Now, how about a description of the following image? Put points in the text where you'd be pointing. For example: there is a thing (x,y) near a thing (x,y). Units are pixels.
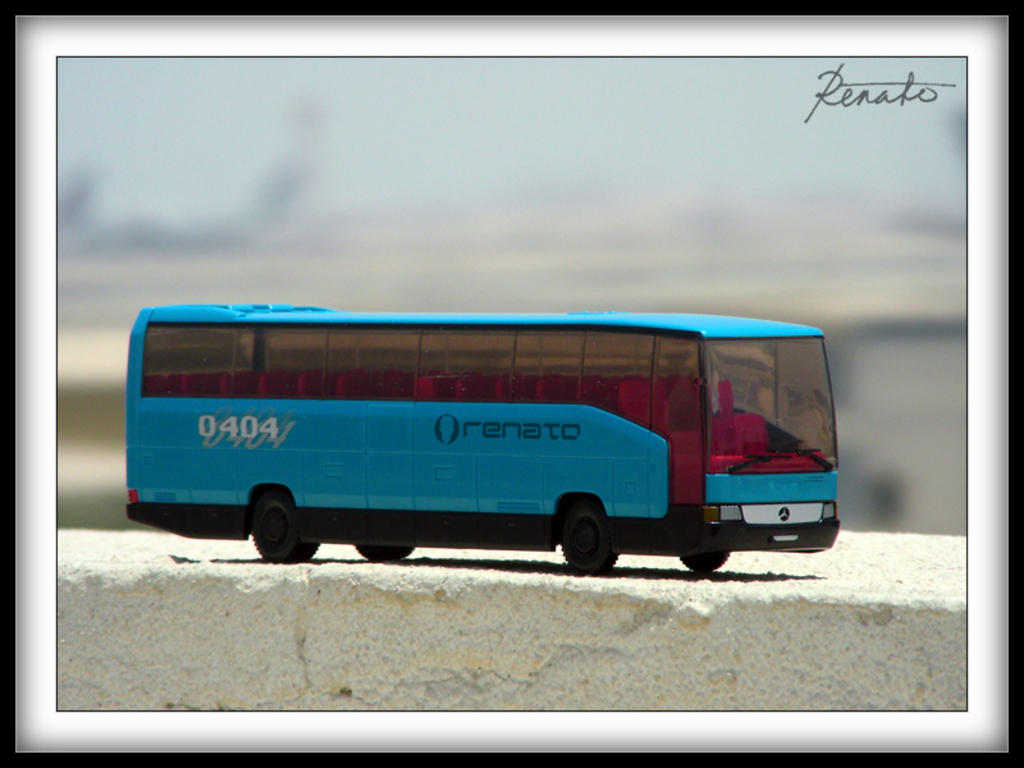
In this image we can see that it looks like an edited image. In this image we can see a toy bus (383,559). At the bottom of the image (569,640) there is a rocky surface (599,641). In the background of the image (694,265) there is a blur background (709,264). On the image there is a watermark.
